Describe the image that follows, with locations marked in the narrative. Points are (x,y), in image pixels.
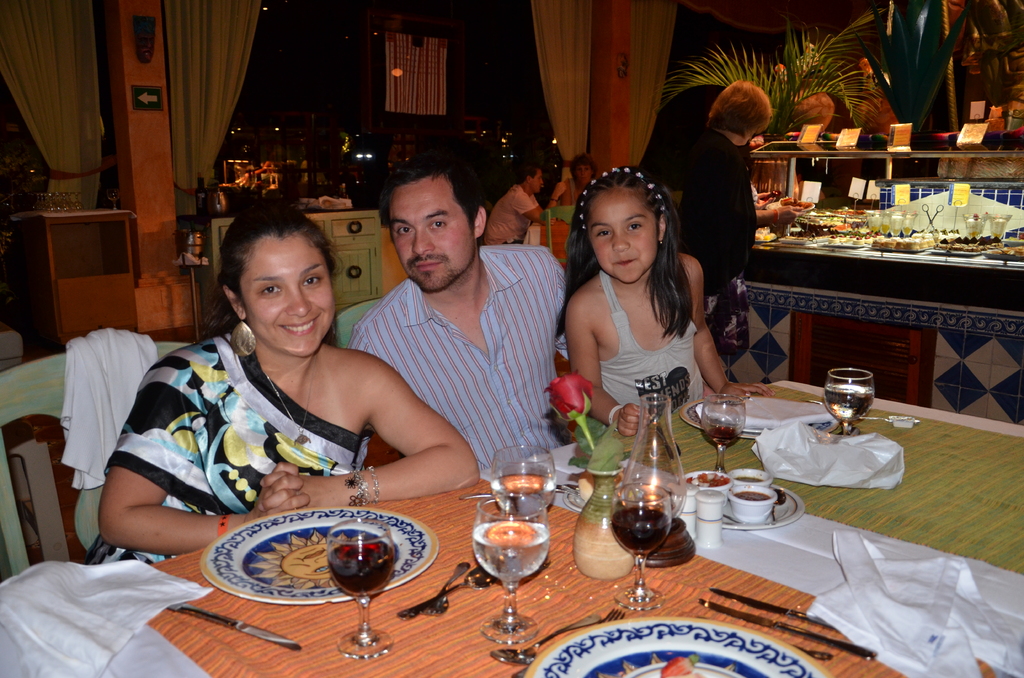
In this image I can see the group of people (502,396) sitting in-front of the table (572,567). On the table (610,604) there is a plate (320,562), glass (341,549), spoons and the tissues (863,567). In the back (217,129) there is a plant (736,71) and the curtains (216,79).
